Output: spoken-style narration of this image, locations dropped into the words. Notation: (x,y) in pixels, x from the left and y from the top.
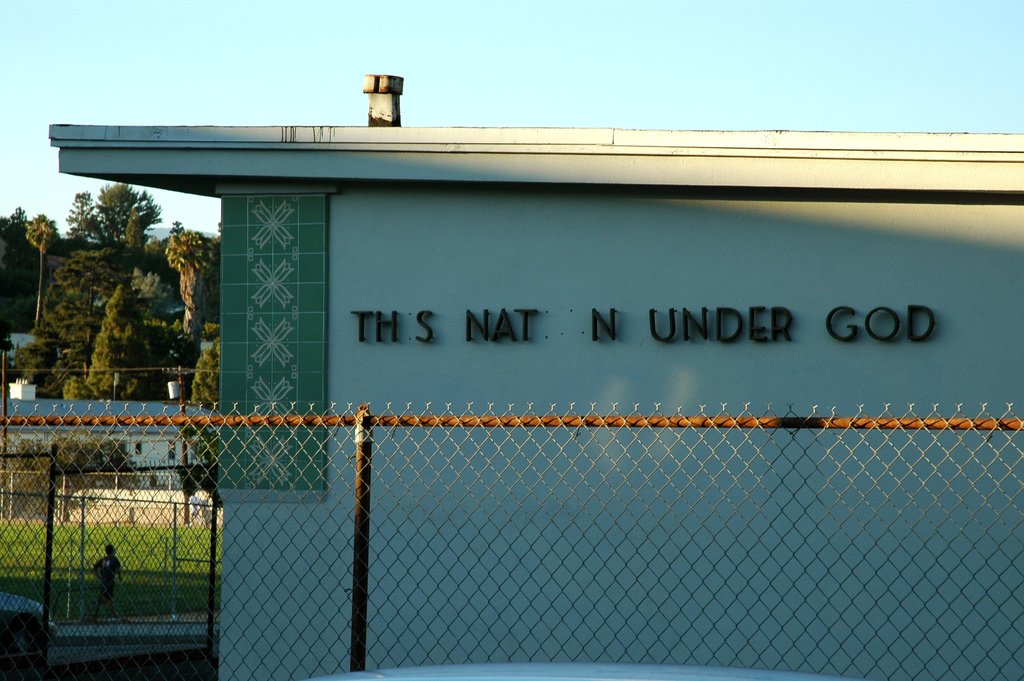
In this picture we can see metal rods (376,417), fence (342,424) and a house (443,272), in the background (106,553) a person (106,553) is walking on the grass (130,594), and also we can see few poles (178,373) and trees (156,322).
